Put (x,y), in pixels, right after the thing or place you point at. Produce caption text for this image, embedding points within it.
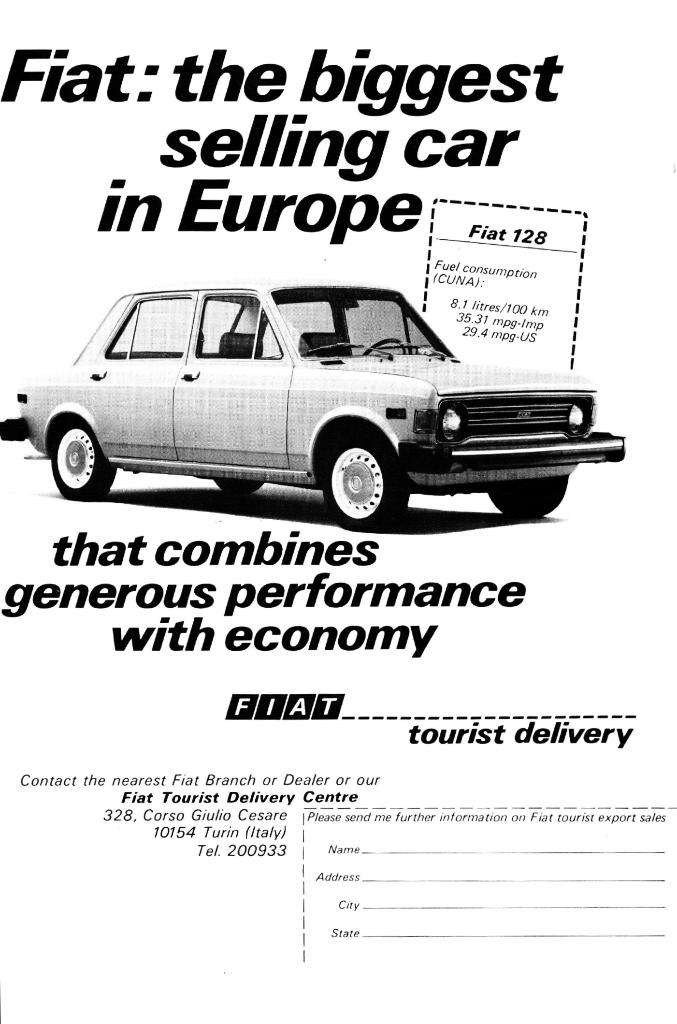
This image consists of a poster (291,535) with an image of a car (213,392) and there is a text (313,711) on it.
